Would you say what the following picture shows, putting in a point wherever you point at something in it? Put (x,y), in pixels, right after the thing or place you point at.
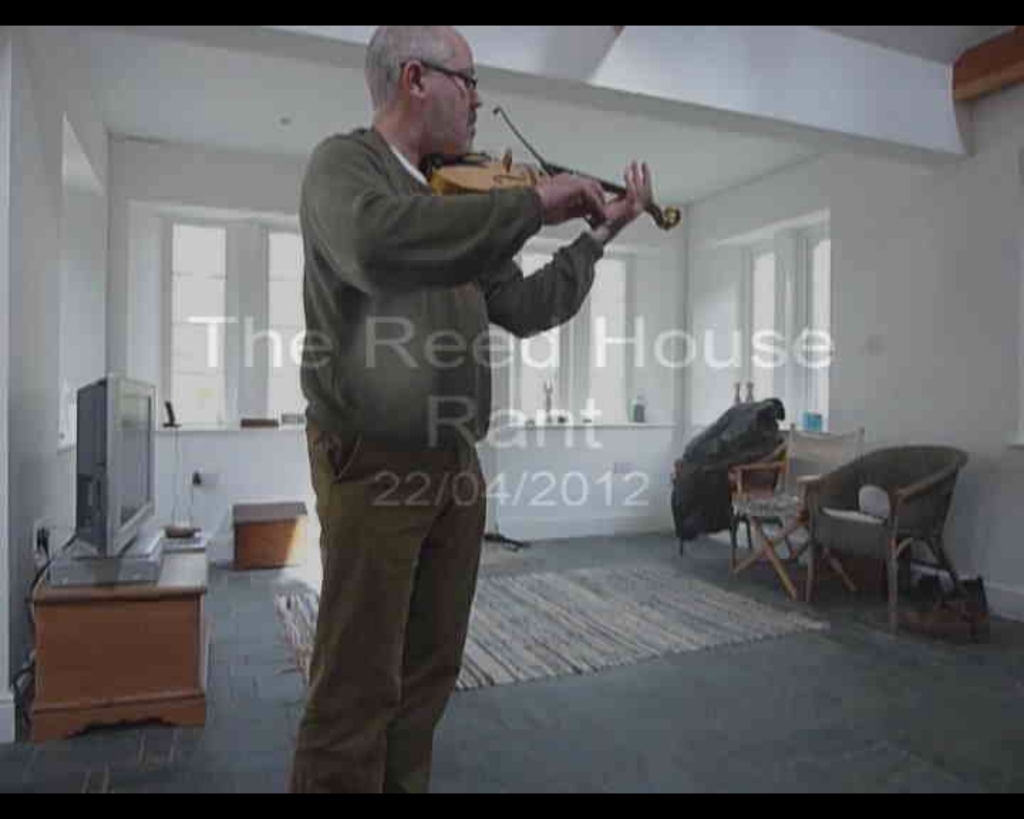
In this image I can see a person (332,255) standing wearing gray shirt (326,296), brown pant (376,579) holding a violin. Background (46,495) I can see a television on a cupboard (201,577), few chairs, windows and wall (639,462) is in white color.
